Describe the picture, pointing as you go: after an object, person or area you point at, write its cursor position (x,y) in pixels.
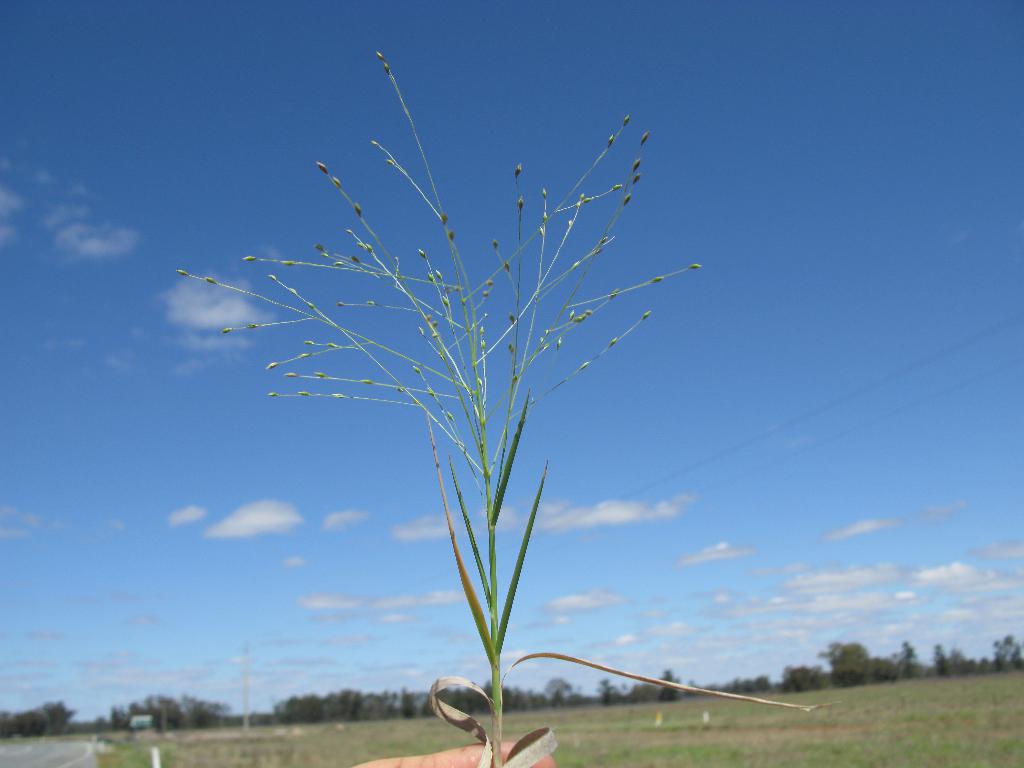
In this image we can see sky (170,166) with clouds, trees (859,685), ground (903,716) and a plant (500,762).
